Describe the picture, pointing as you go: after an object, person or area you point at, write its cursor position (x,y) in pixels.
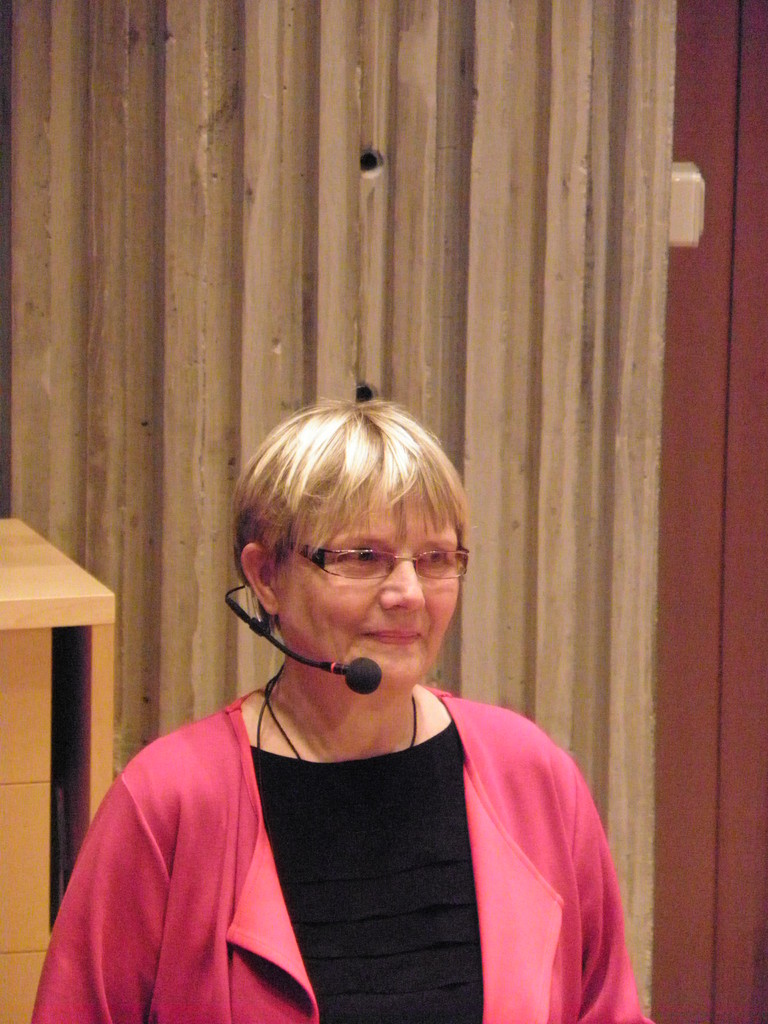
In the image there is a blond haired old woman (319,603) in pink jacket (467,819) with mic (321,664) standing in the front (430,632) and behind her there is wall (234,320) and a table (62,626) on the left side (52,730).
